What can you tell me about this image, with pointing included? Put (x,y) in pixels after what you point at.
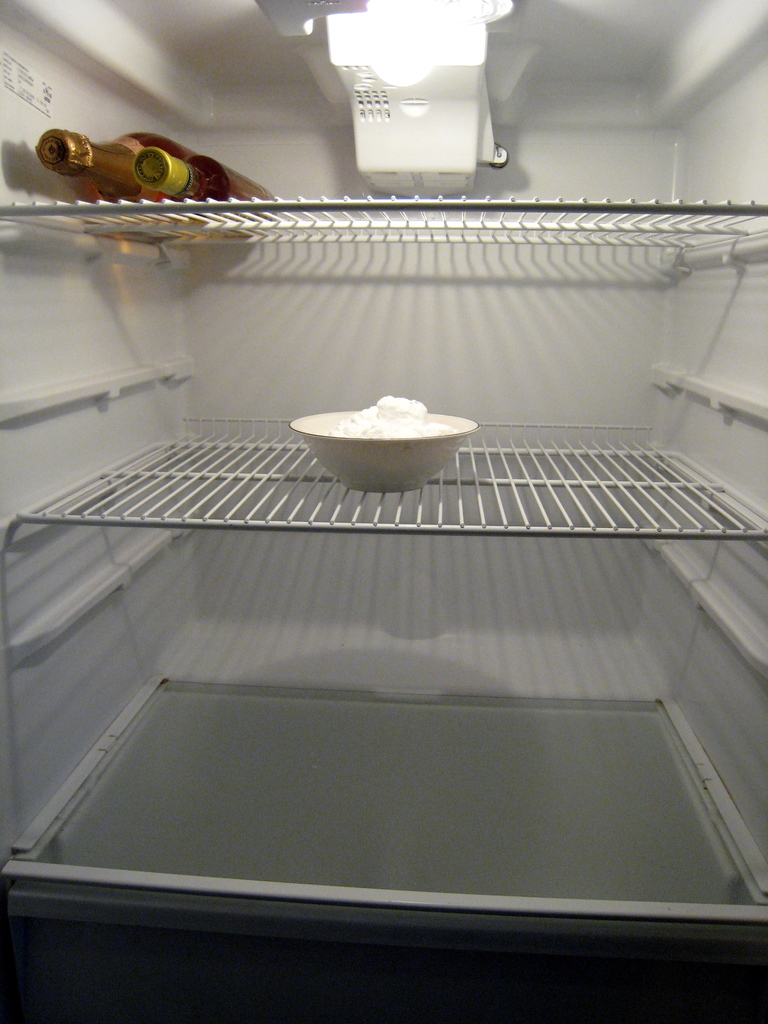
In this image there is a refrigerator (269,899) with shelves (300,850) and there is a light (391,76). There is a bowl (357,456) with butter (378,409) on the shelf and there are two bottles (168,173).
